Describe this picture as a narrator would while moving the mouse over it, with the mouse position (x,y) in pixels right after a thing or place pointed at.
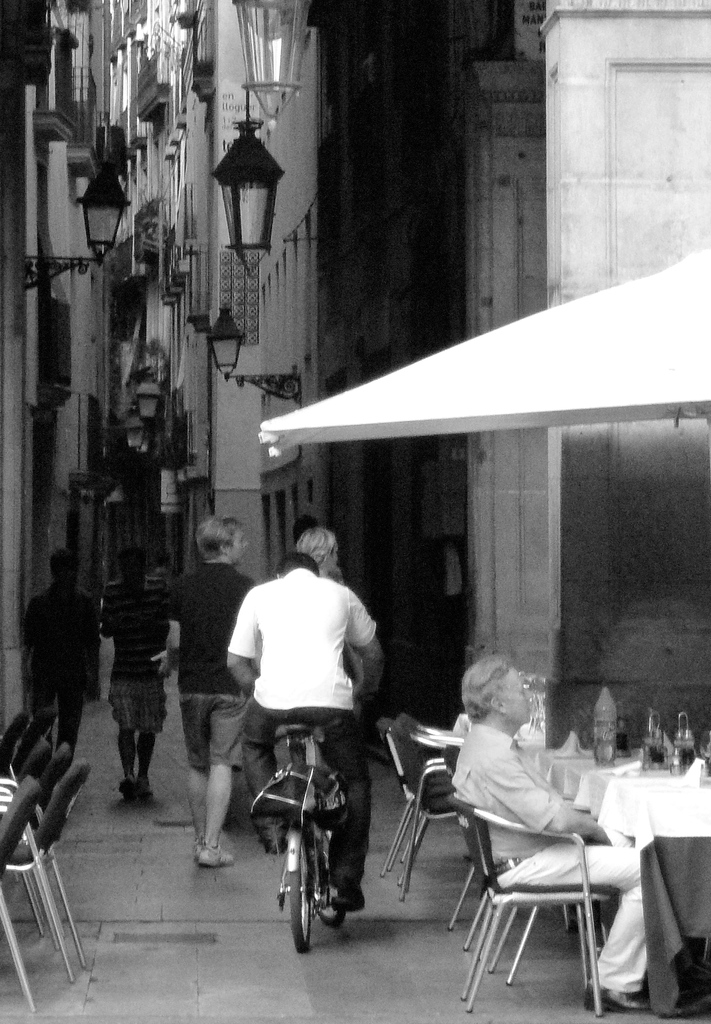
In this image, there is an outside view of a building (292,257). There are three persons (172,658) in the bottom left of the image (208,711) walking on the street (173,790). There is a person (297,674) who is in the center of the image (260,677) riding a bicycle (303,862). There is a person (481,758) in bottom right of the image (509,765) sitting on chair (475,867) in front of the table (648,796). This table (648,796) is covered with a cloth (679,851). There are some lights (242,170) at the top left of the image (230,173). There are some chairs (16,724) in the bottom left of the image (66,743).
